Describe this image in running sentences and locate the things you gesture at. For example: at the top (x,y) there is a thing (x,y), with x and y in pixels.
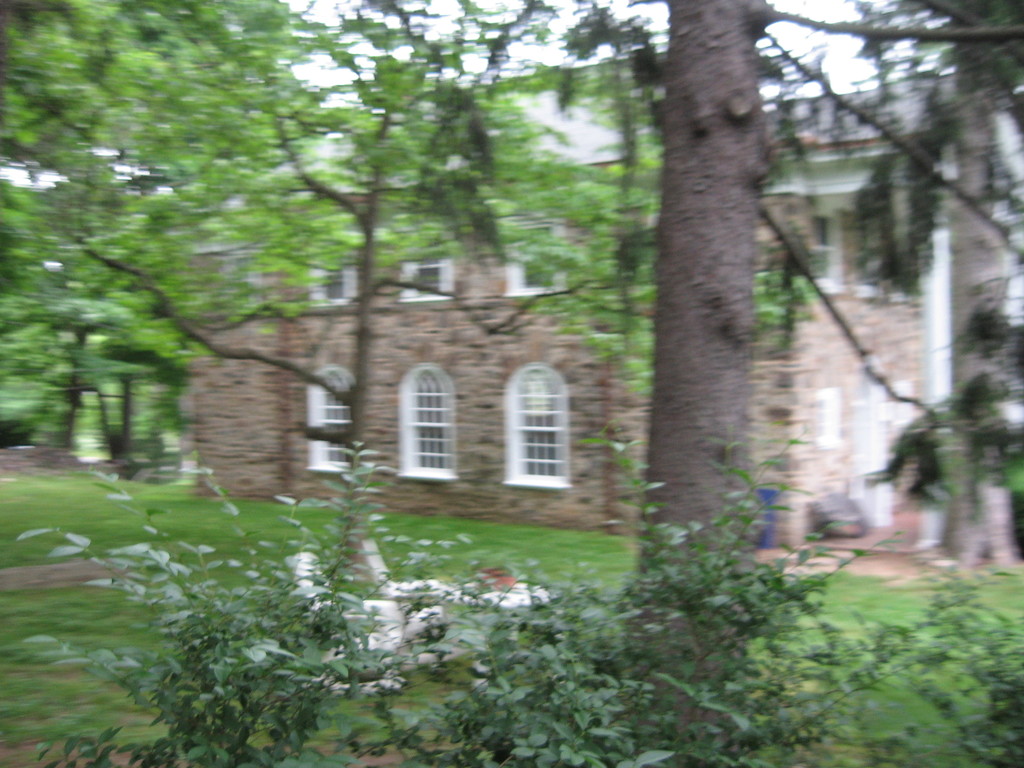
In this picture in the front (390,623) there are plants (730,704) in the center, there is grass (221,506) on the ground (238,547) and there is an object (397,604) which is white in colour. In the background (392,426) there is a building (314,395) and there are trees (124,386).
